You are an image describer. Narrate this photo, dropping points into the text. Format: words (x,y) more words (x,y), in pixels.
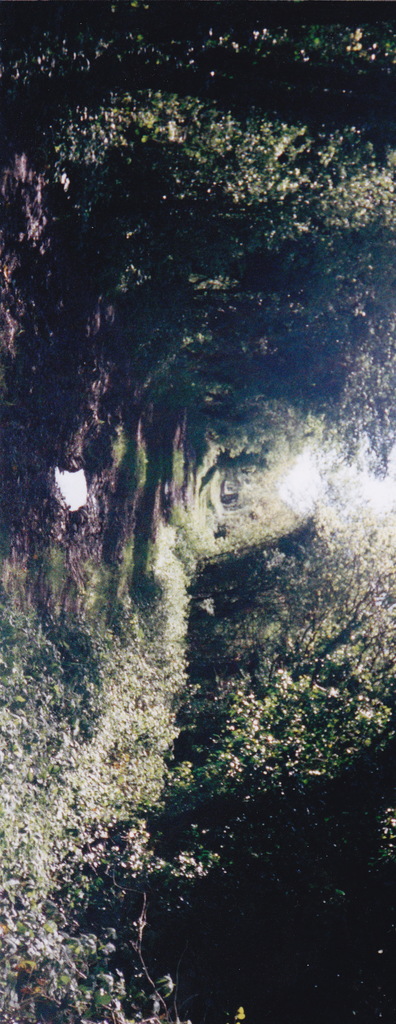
In this image we can see trees (199,309) and plants (209,639) in dark.
